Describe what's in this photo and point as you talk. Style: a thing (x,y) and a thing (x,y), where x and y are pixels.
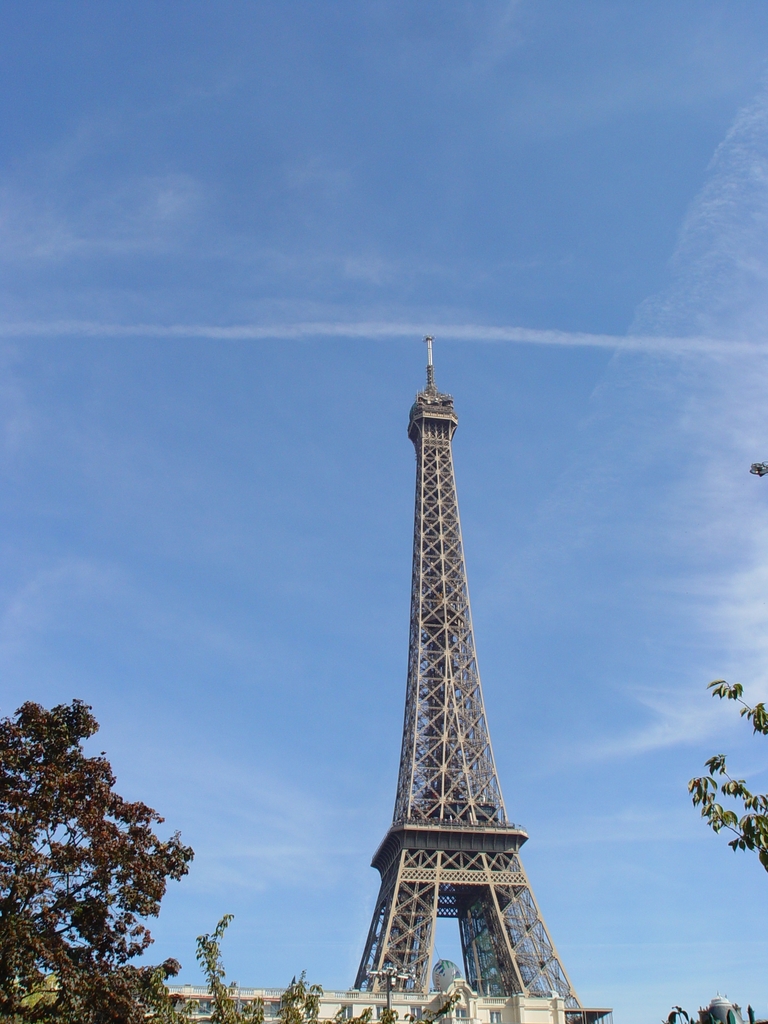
In this image we can see an Eiffel tower (418,777) and there are some trees (68,1003) at the foreground of the image (166,975) and at the top of the image (378,121) there is clear sky (294,121).
